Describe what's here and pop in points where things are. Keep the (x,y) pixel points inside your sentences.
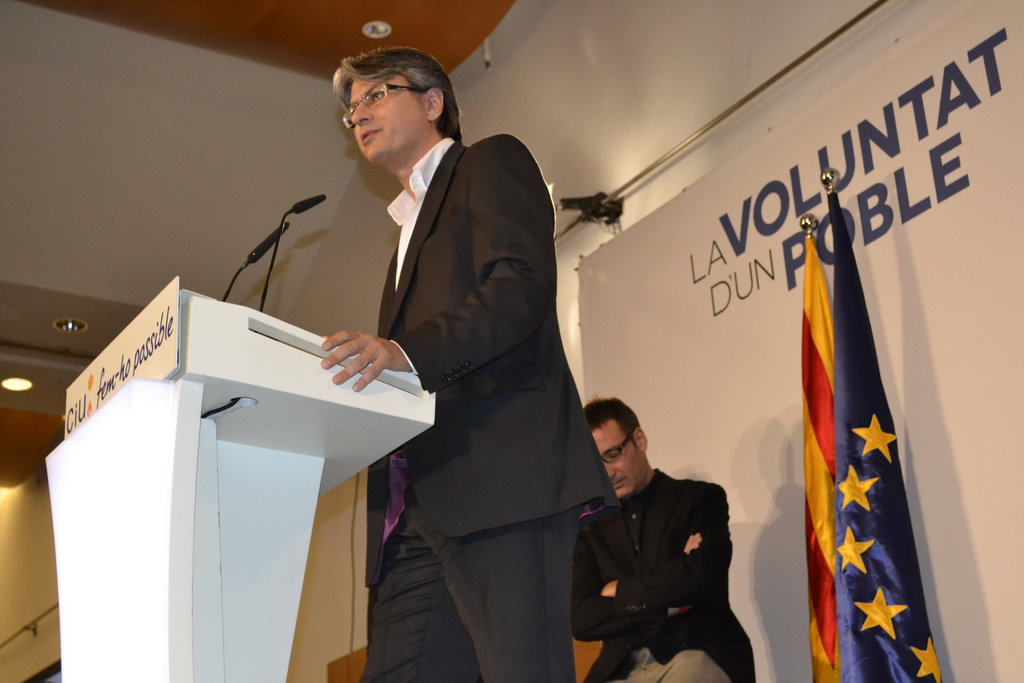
In this picture I can observe a person (460,376) standing in front of a podium (138,533). There are two mics (275,244) on the podium (254,318). This person (467,358) is wearing black color coat (461,460). Behind him there are two flags (854,491) on the right side (816,464). There is another person (661,504) sitting on the stage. In the background (730,275) I can observe a poster (777,340). There is some text (900,182) on the poster (742,301).
